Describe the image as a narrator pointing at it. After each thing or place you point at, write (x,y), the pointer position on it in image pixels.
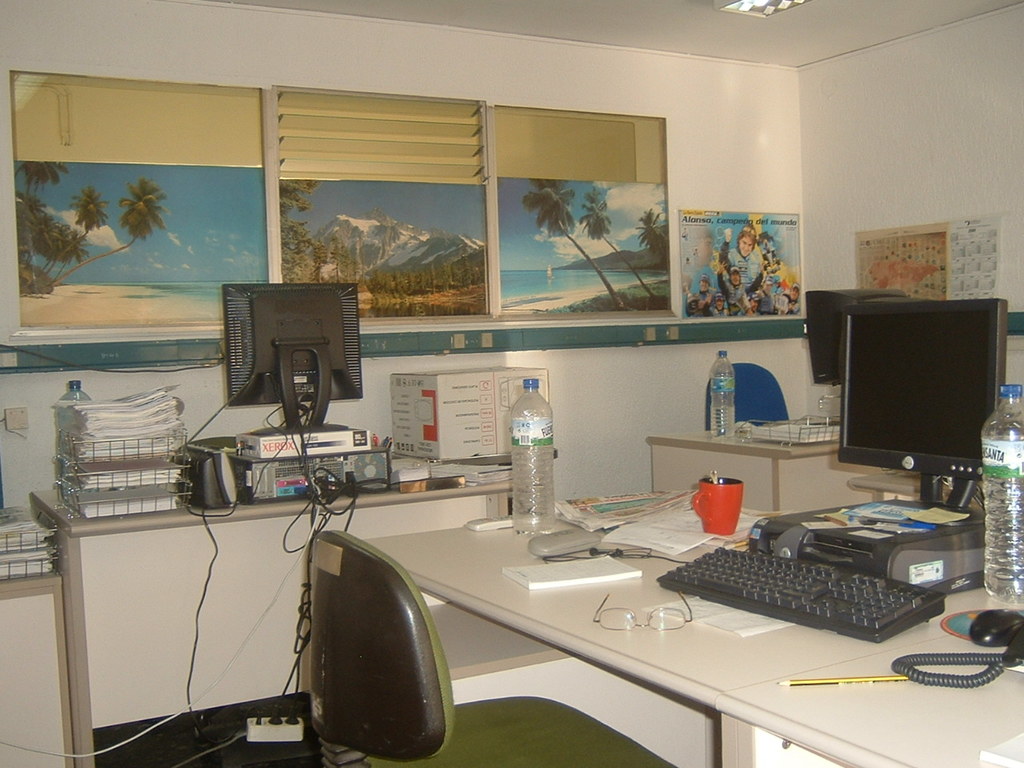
On the right side of the image (929,374) we can see monitor (928,444), keyboard (769,588), spectacles (668,620), pencil (813,687), mouse (973,637), telephone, water bottle (997,501), cup (715,508) and papers (627,510) on the table (823,717). On the left side of the image (325,386) we can see monitor (301,340), CPU (266,482), speaker (203,479), papers (142,400) in a tray (124,498) placed on the table (152,544). At the bottom (535,728) there is a chair (441,682). In the background (542,215) there are photo frames (616,234) and wall (739,171).
